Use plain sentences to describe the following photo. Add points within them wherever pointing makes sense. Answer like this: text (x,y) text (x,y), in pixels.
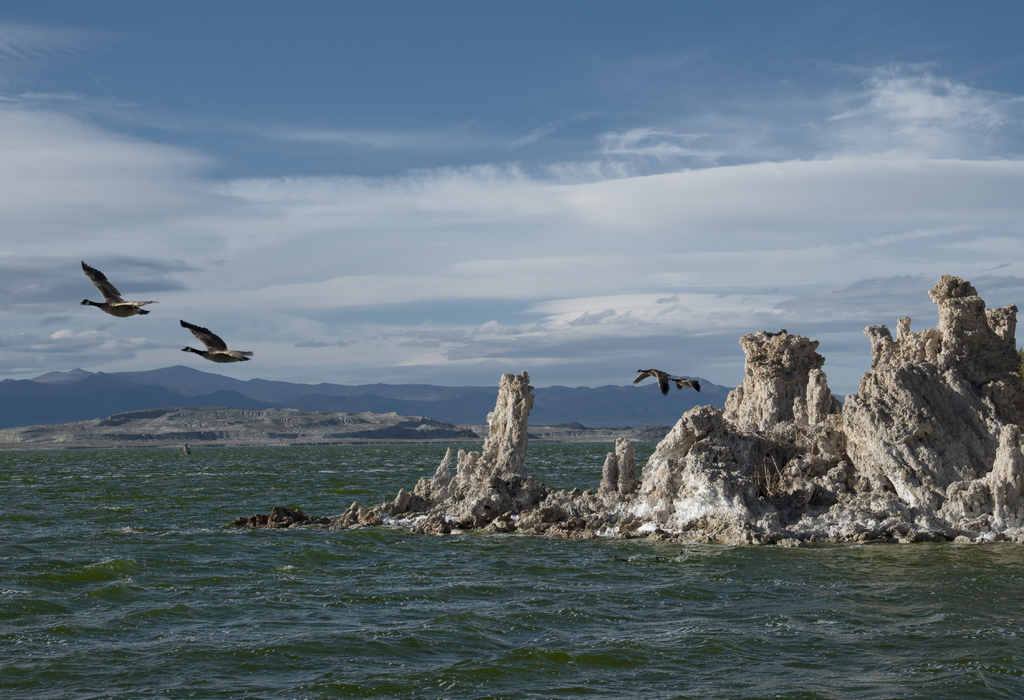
In this image there are birds (208,334). At the bottom (306,648) there is water (742,624) and we can see rocks (984,418). In the background (339,401) there are hills (289,403) and sky (454,352).
